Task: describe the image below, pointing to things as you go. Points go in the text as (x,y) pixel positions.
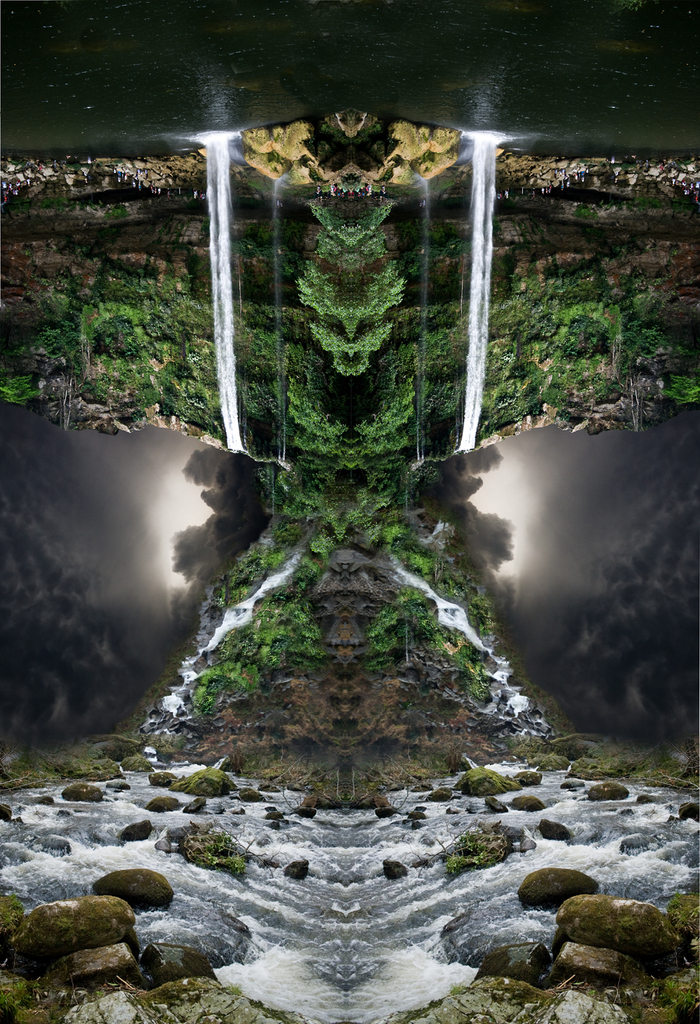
In this picture we can see a waterfall (479,313) and some plants (430,355) in the middle (437,350), at the bottom (525,886) there are some stones (528,798) and water (623,848), it is a graphical image.
